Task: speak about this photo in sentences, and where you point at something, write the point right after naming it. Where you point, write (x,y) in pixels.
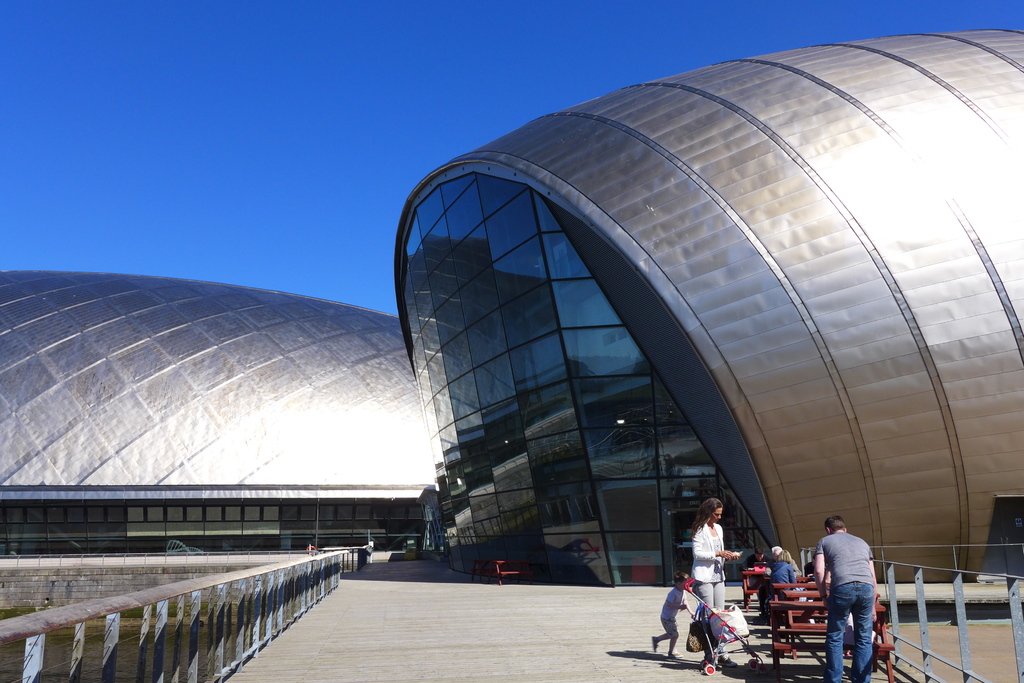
In this image I can see the building (539,437), in front of building (654,443) I can see there are some persons (831,634), baby trolley (728,628) and some tables (785,596) visible in the bridge (426,582), bridge (457,606) is visible in front of building (226,464), at the top (326,70) there is the sky (330,97).
